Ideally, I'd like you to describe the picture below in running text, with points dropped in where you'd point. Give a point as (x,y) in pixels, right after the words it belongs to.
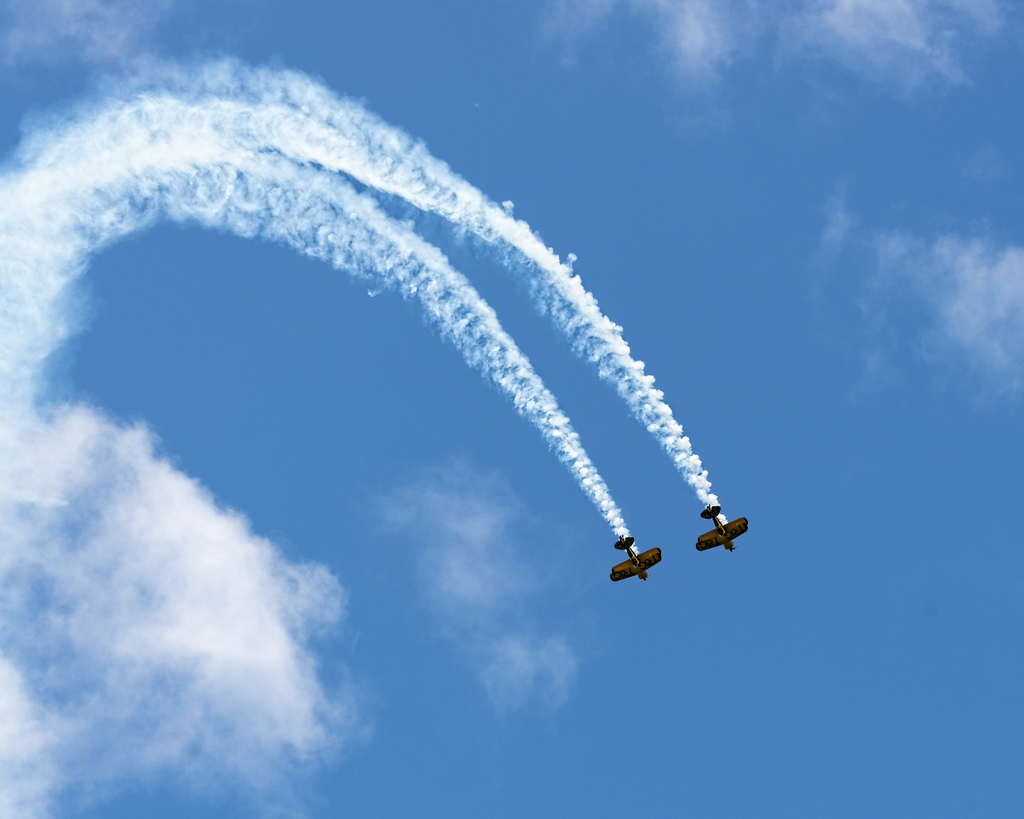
In the given image i can see a airshow (546,246) and in the background (595,150) i can see the sky (506,187).
